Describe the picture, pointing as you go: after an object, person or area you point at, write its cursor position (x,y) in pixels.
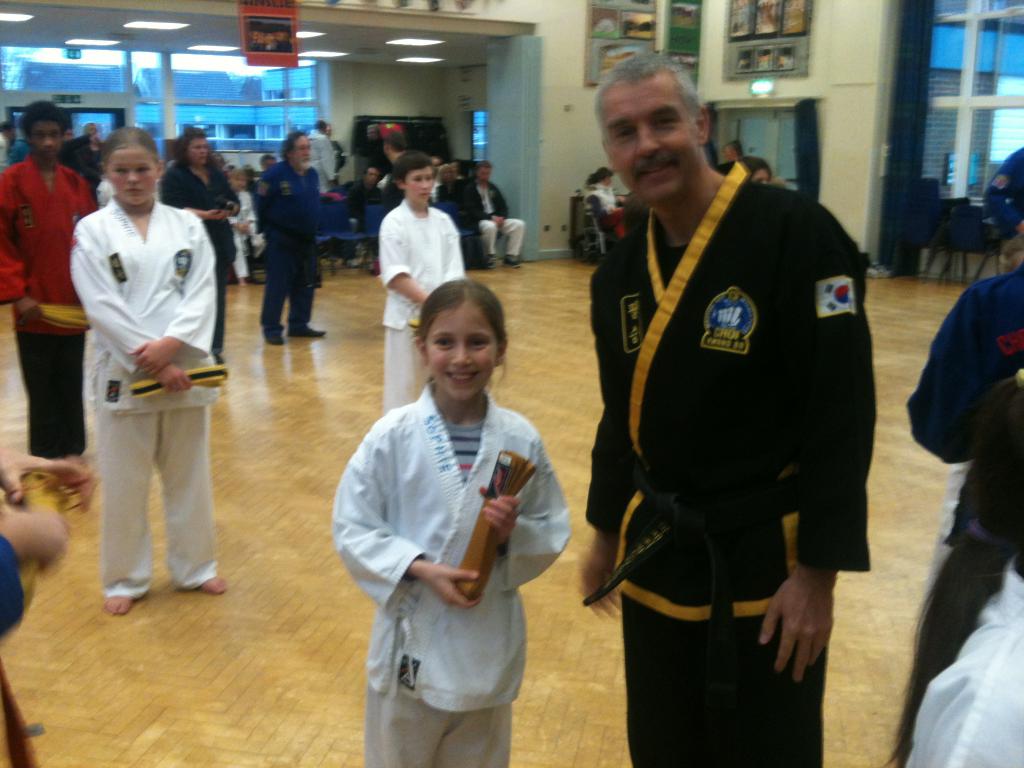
As we can see in the image there are few people (436,297) here and there, wall (489,155), photo frames (674,36), lights (431,43), door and chairs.
